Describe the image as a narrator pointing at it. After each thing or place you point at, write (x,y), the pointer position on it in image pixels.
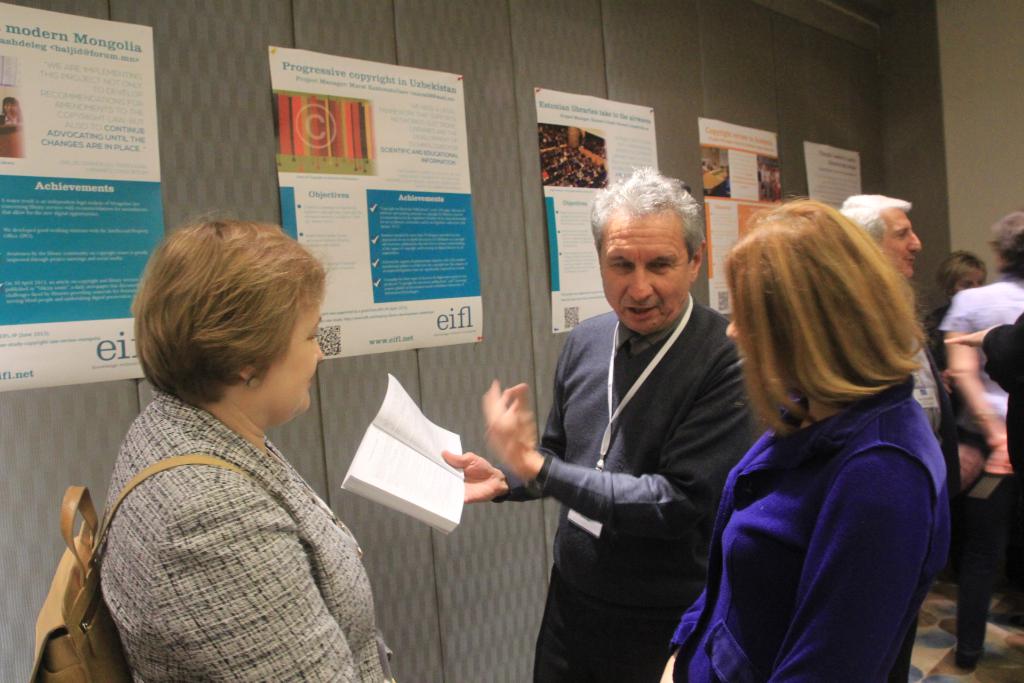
In this image, we can see some people (878,485) wearing clothes (265,546). There is a person (561,486) in the middle of the image (615,402) holding a book (408,417) with his hand (484,493). There are posters (405,152) on the wall (790,49).
